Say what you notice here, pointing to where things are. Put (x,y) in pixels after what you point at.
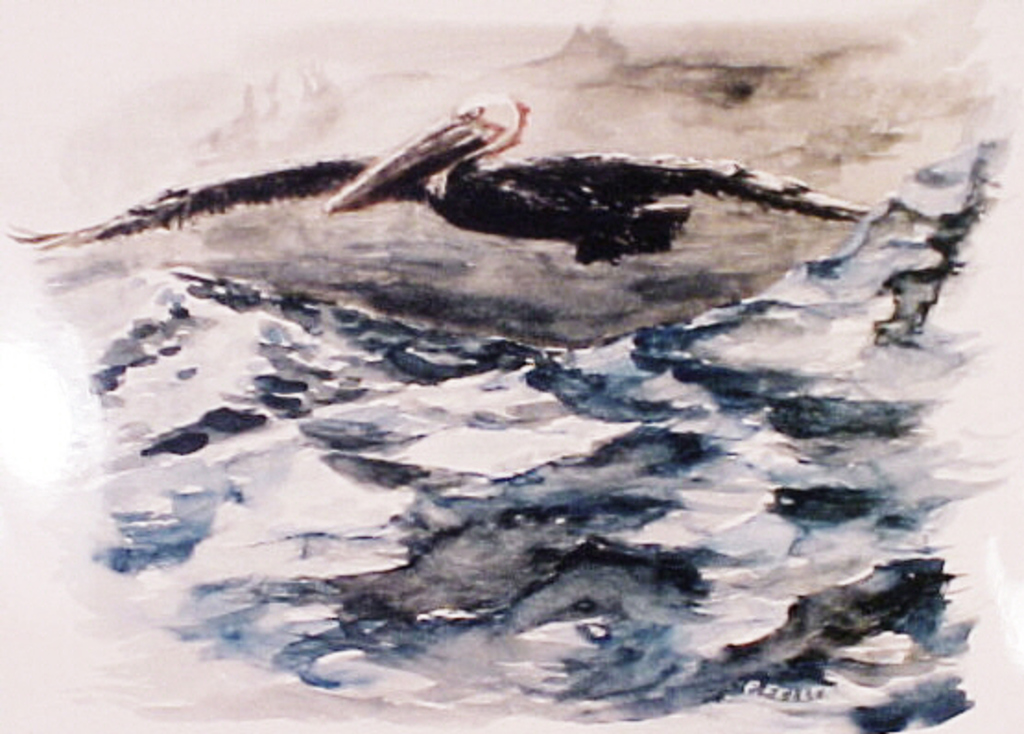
There is a painting (711,518), in which, there is a bird (270,192), which is flying in the sky (781,258). Below this, there are waves (768,321). In the background (225,66), there is sky (720,89).
